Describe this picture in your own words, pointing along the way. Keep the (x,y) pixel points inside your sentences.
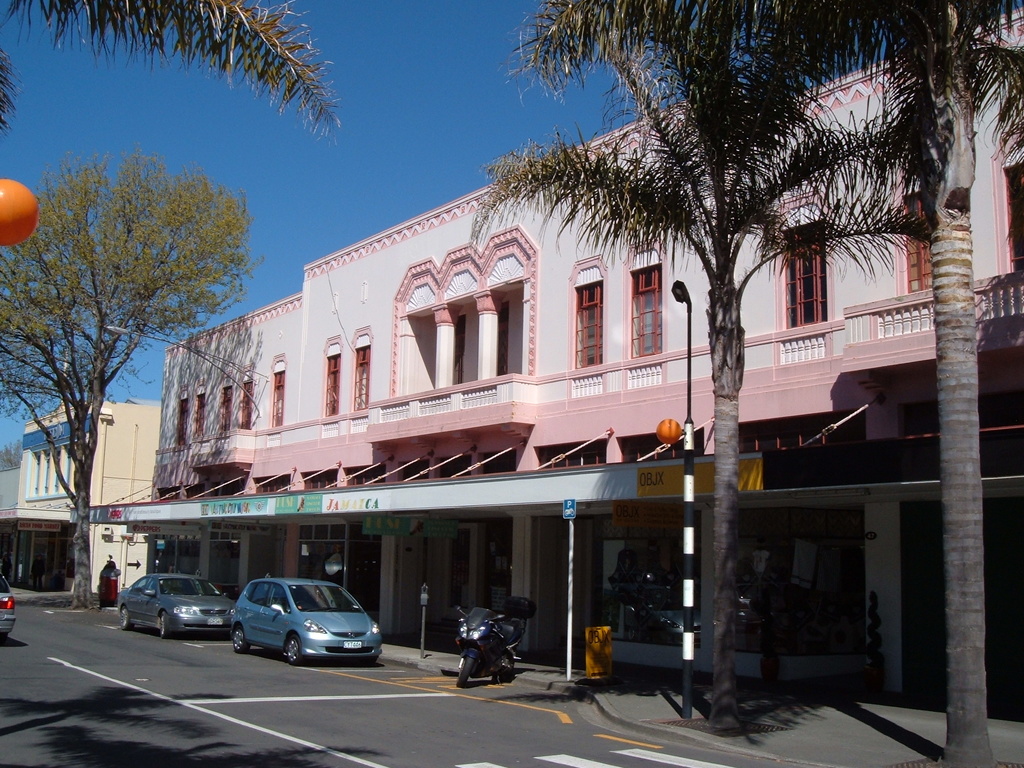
In the picture I can see few vehicles (365,650) on the road (412,670) and there is a building (600,360) in the right corner (771,547) and there are few trees (964,363) in front of it and there are few other buildings (45,473) in the left corner (6,490).
